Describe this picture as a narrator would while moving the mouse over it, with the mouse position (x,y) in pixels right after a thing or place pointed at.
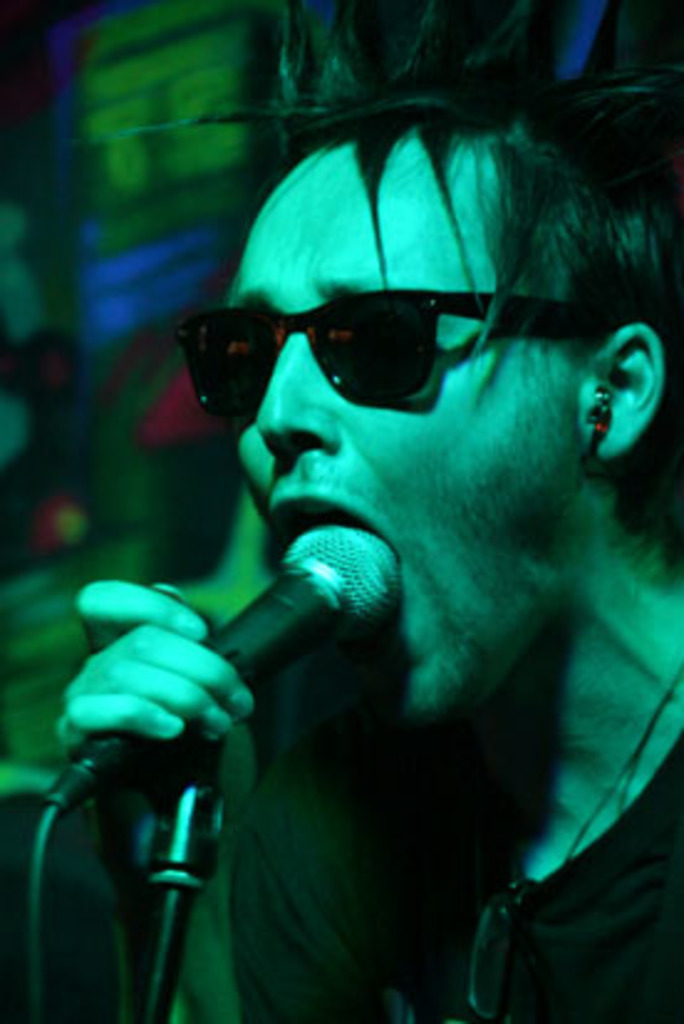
In the foreground of this picture (470,806) we can see a person (462,396) wearing sunglasses (379,332), holding a microphone (260,661) and in the background (157,82) we can see many other objects (170,485).
